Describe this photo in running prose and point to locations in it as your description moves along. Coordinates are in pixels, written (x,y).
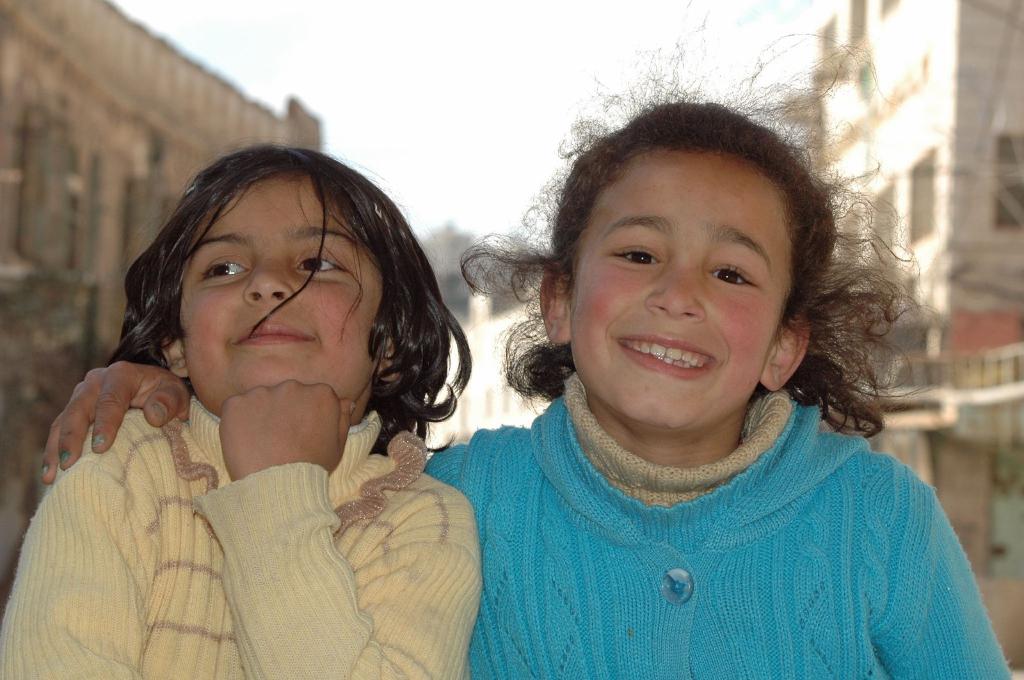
These two girls (288,426) are smiling. Background (39,31) it is blurry and we can see buildings (921,56).
